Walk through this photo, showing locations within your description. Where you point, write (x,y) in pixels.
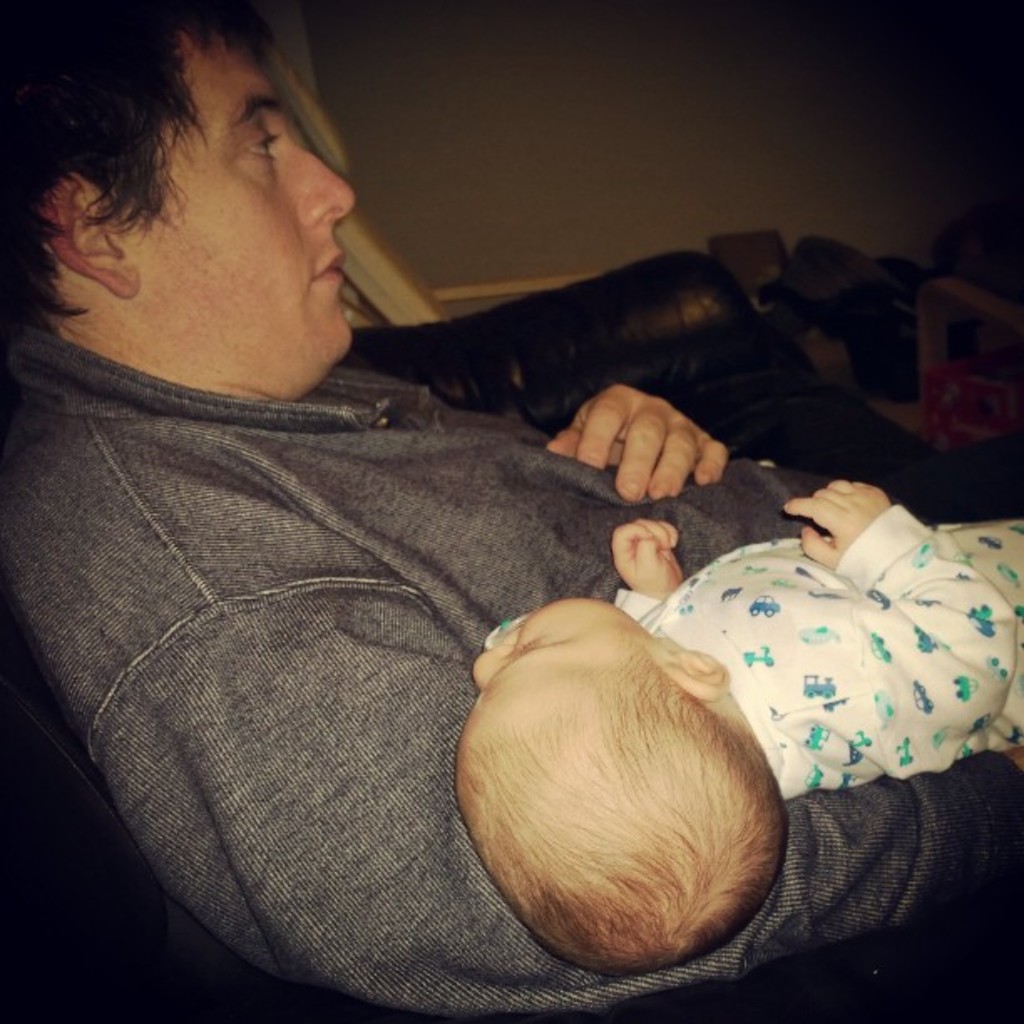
In the image there is a man (445,448) laying on a sofa (367,343) and he is holding a baby (748,614) in his arms (849,825) and beside the sofa (671,330) there are some other things (898,312).
